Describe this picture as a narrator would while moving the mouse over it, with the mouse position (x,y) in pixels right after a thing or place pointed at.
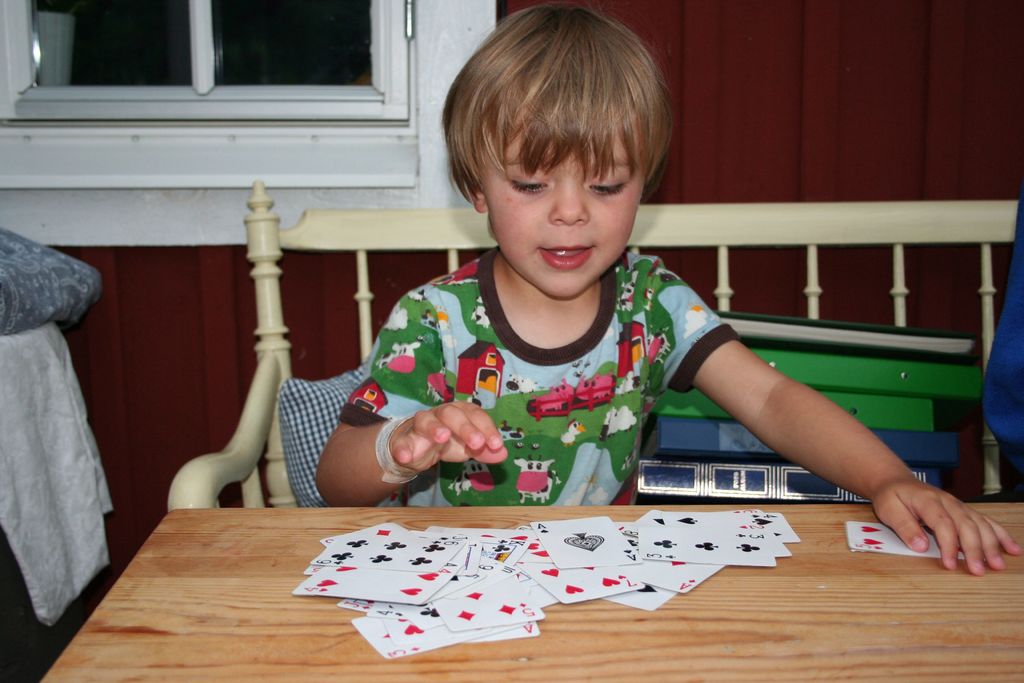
This picture is clicked inside the room (507,462). Boy (546,416) in green and blue t-shirt (537,423) is sitting on chair (259,323) in front of a table (552,612) on which playing cards (536,587) are placed. Beside him, we see many books (903,381) and behind him, we see a brown wall (707,62) and windows (270,80).
